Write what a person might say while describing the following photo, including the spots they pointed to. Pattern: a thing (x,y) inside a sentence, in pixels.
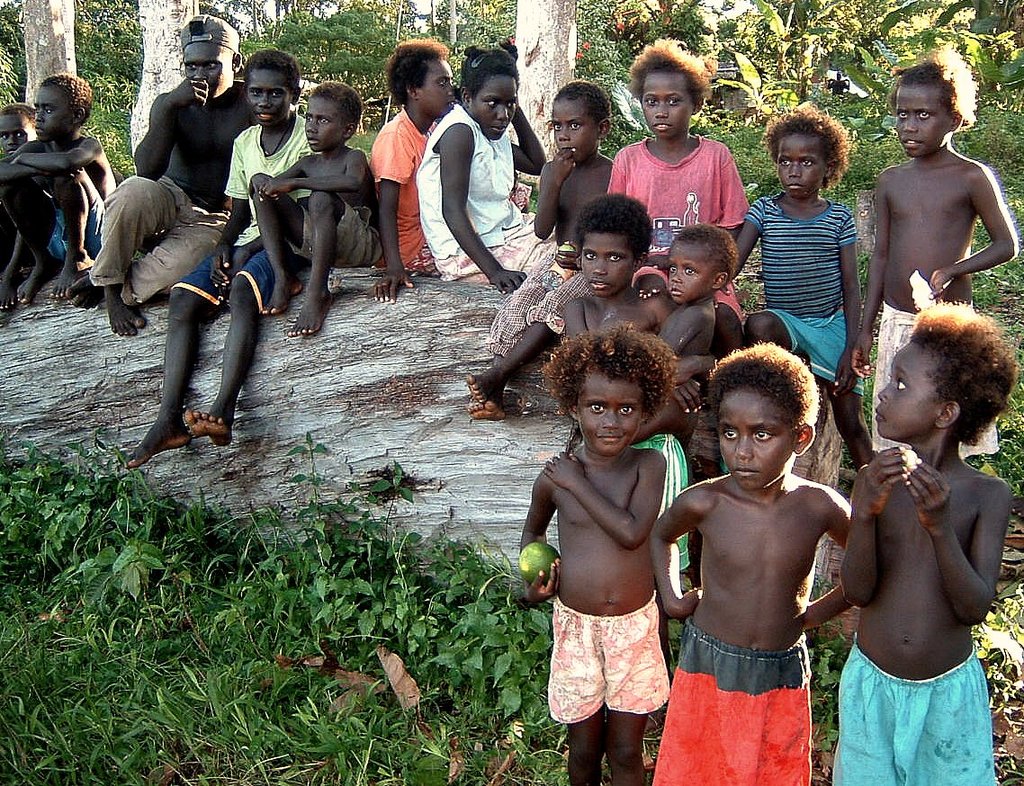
In this picture we can see many kids (743,723) sitting and standing on the ground (233,547) surrounded with trees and grass (218,772).
